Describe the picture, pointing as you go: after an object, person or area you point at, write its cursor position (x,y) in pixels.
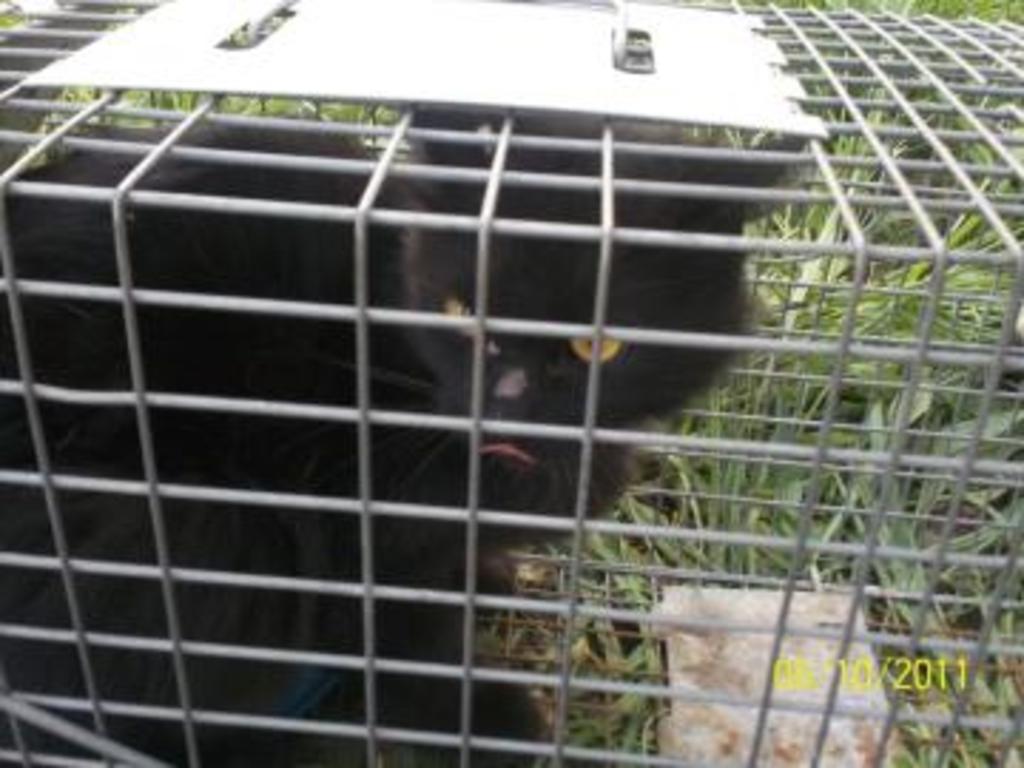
In this image there is a black color cat (531,297) placed in a closed box (909,253) and the box (911,58) is placed on the grass (904,518). In the bottom right corner (862,667) we can see the date (877,668).
